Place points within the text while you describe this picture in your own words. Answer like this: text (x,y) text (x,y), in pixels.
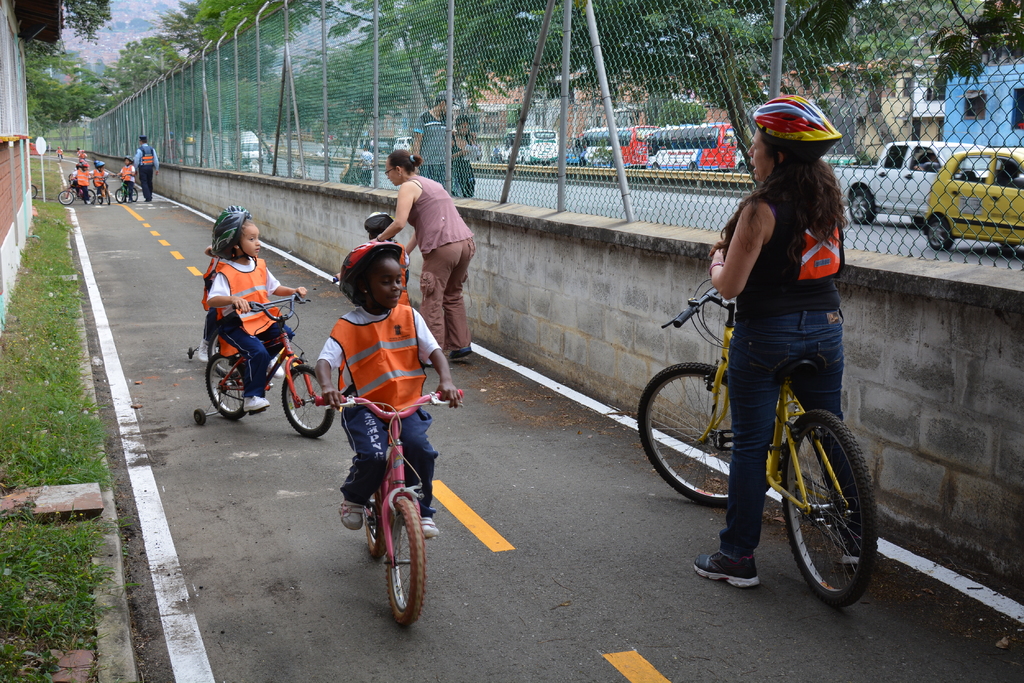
This is the picture of a street (321,291) where we can see some children (279,311) riding their bicycles (219,388) and a lady (792,253) riding the cycle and around there are some cars (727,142) and trees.
